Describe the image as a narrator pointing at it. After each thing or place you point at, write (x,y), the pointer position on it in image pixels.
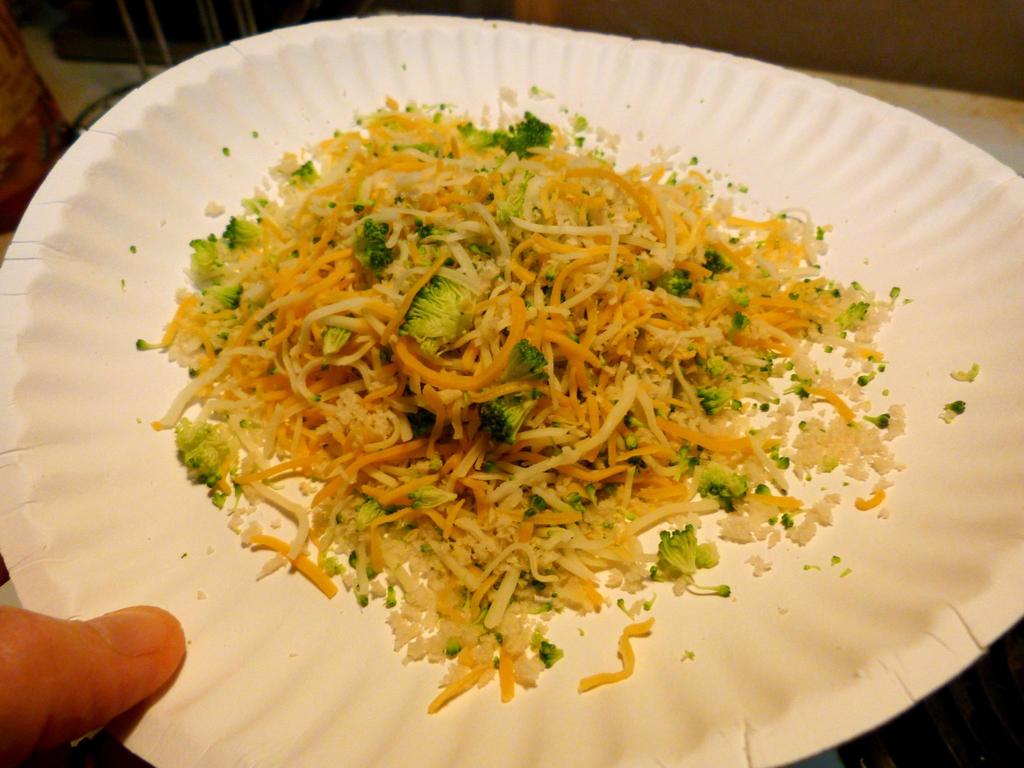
In this picture there are some shredded cheese (556,539) and broccoli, placed in the white plate (984,325).
